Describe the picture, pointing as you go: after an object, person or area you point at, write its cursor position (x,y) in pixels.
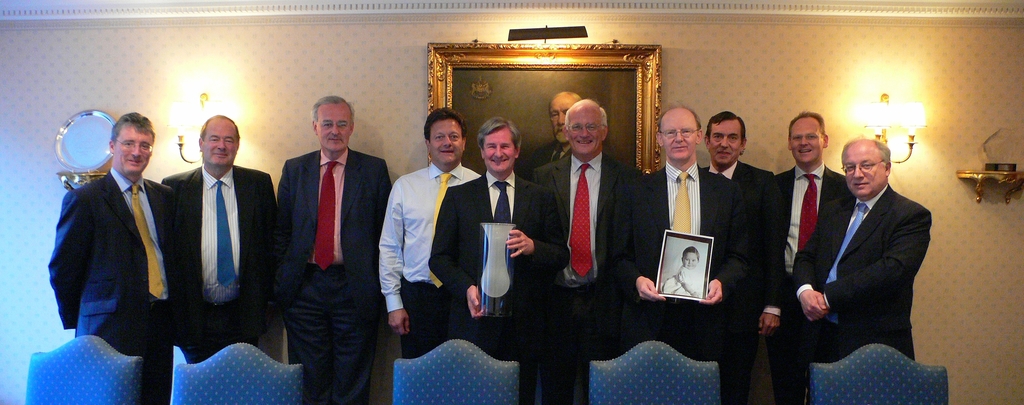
In the picture I can see a group of persons (454,229) standing where two among them are holding an object (704,268) in their hands (648,292) and there are few chairs (611,378) in front of them and there is a photo frame (520,94), lights (923,116) and some other objects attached to the wall (315,88) in the background (562,82).
